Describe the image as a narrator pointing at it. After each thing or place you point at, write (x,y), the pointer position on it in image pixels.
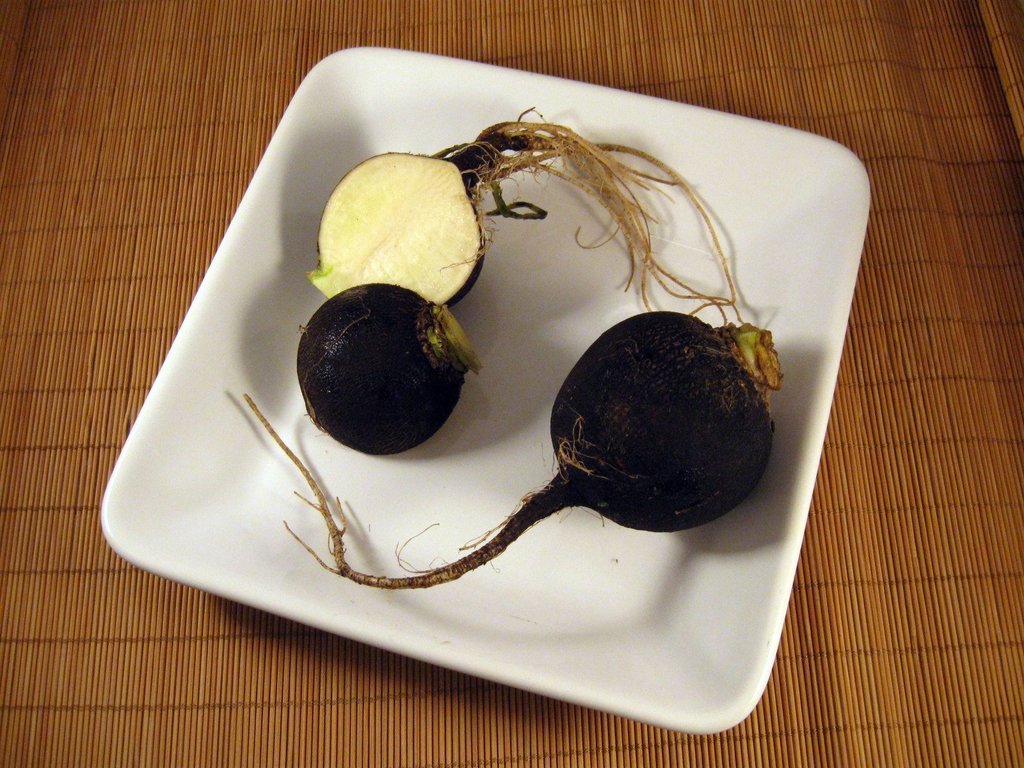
In this image there is a table (617,47), on that table (147,30) there is a plate (697,144), in that plate (286,351) there are radishes (422,422).
